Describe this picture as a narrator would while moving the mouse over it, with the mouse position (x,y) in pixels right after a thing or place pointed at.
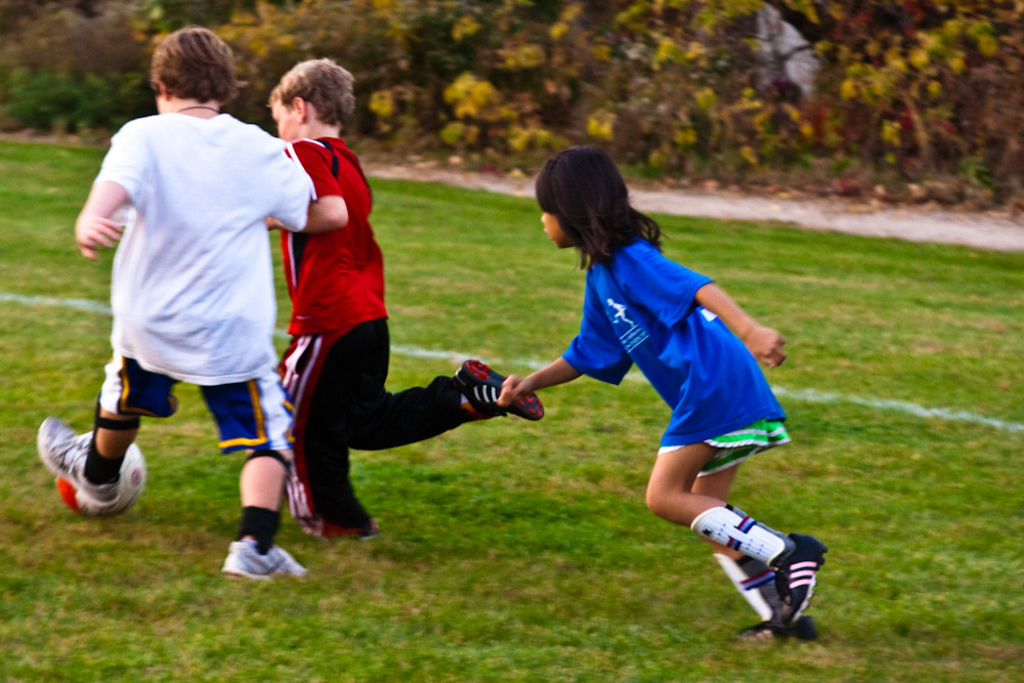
In this image, we can see three kids (693,409) are playing a game with a ball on the grass (439,654). Top of the image (56,109), we can see plants (385,44).
